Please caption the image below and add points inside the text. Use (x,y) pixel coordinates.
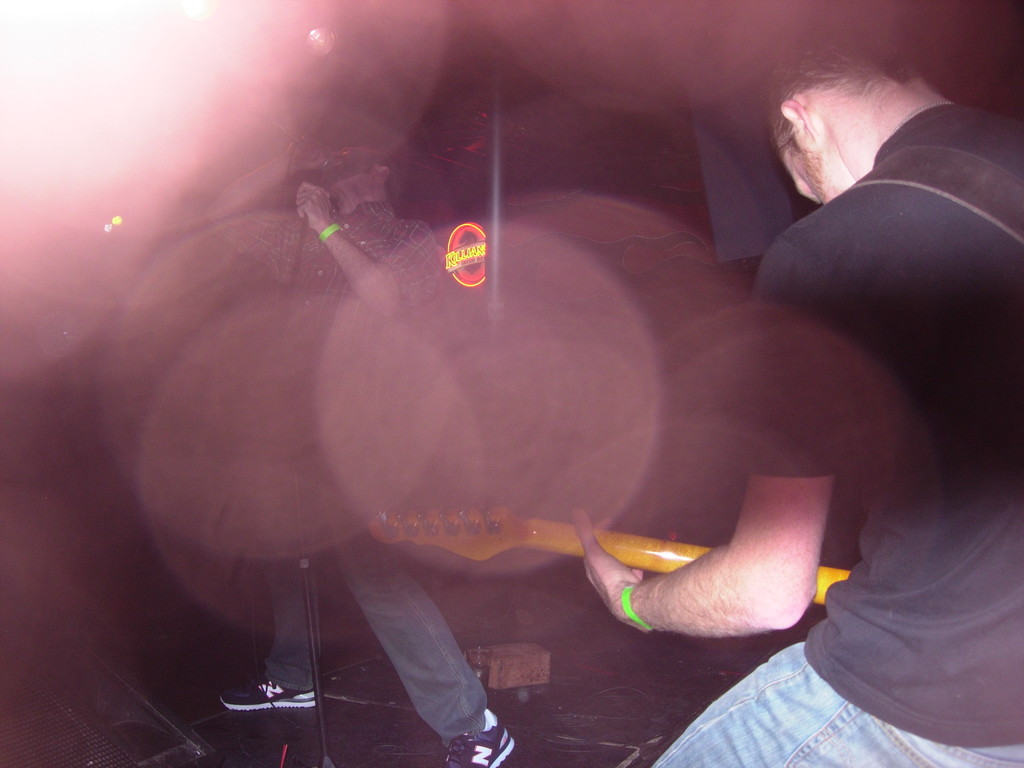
In this image we can see two persons (907,431). One person (907,578) is holding a guitar (824,574) in his hand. One person (301,488) is holding a microphone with his hand (322,228) placed on a stand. In the background (468,243), we can see sign board (468,252), some objects (522,671) placed on the ground (270,753).
